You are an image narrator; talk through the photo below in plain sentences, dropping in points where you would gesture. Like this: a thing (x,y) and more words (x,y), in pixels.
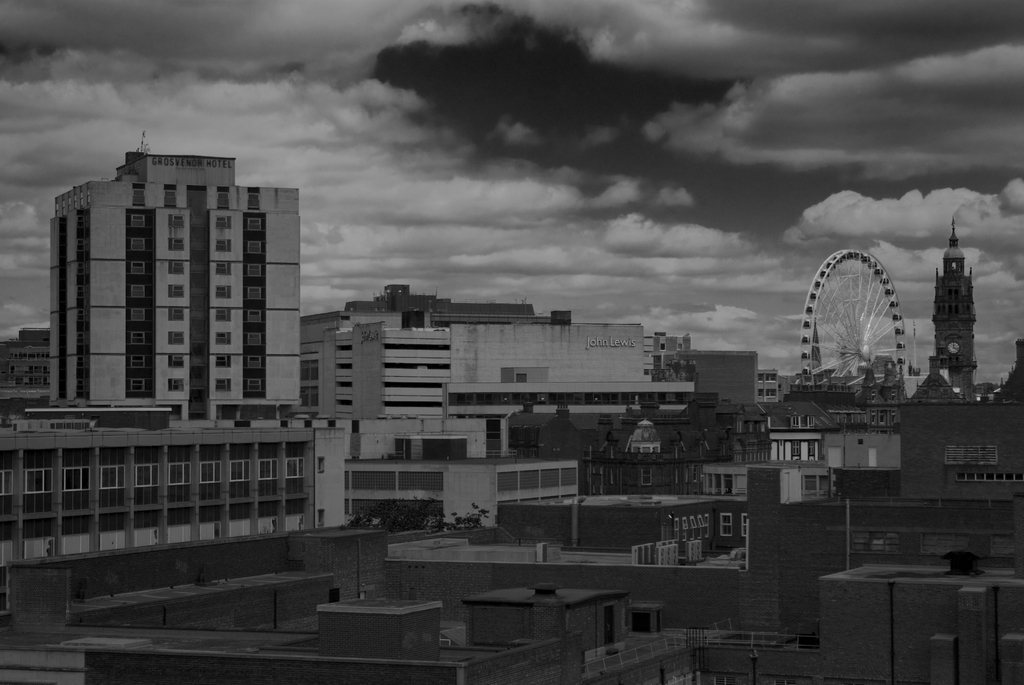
In the image I can see the view of a place where we have some buildings (817,487), houses (932,383) and also I can see a giant wheel (891,308) and the cloudy sky (651,232).
